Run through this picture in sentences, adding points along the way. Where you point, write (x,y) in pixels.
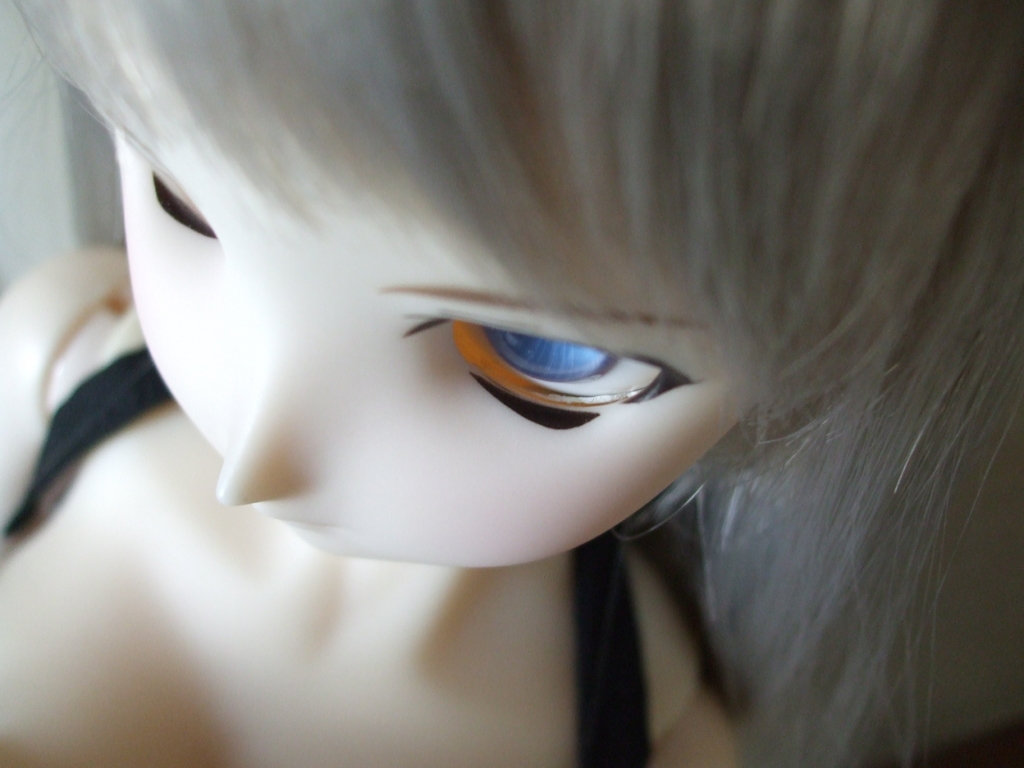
In this picture I can see a doll (297,353) in front (178,482) and I can see the black color things (597,559) on both the sides.
